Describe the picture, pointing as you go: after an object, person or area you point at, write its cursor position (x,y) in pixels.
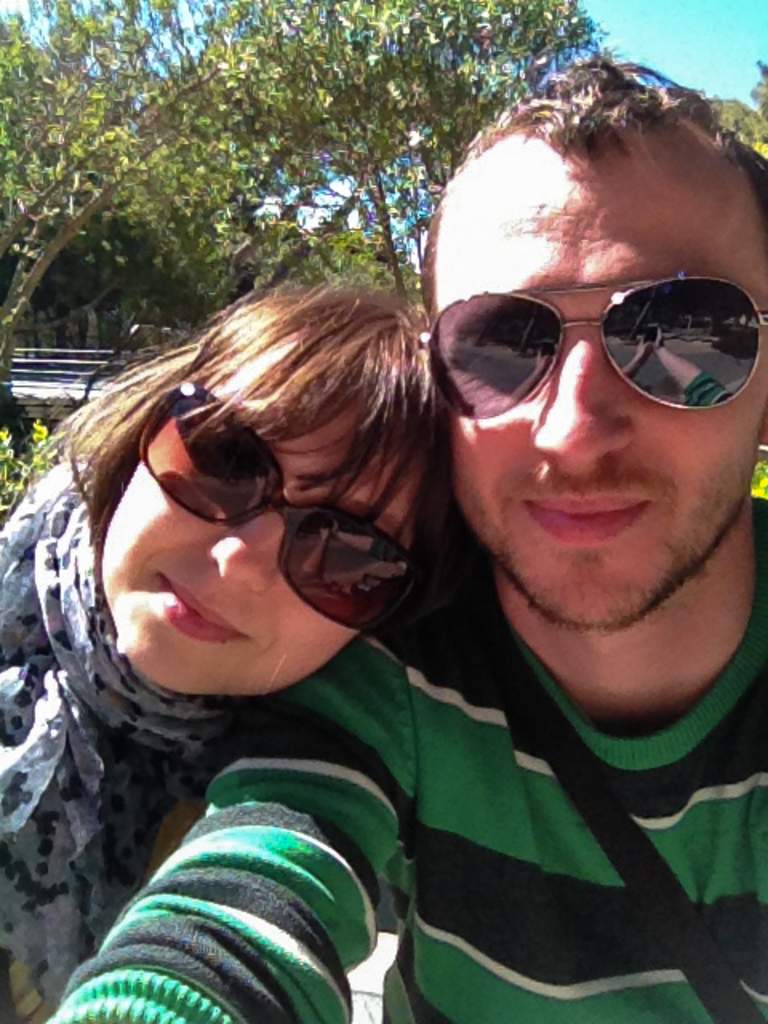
In the foreground of this picture (515,872) we can see the two persons (553,521) wearing goggles (682,309). In the background (710,13) we can see the sky (588,11), trees (293,129) and some other objects (65,369).
